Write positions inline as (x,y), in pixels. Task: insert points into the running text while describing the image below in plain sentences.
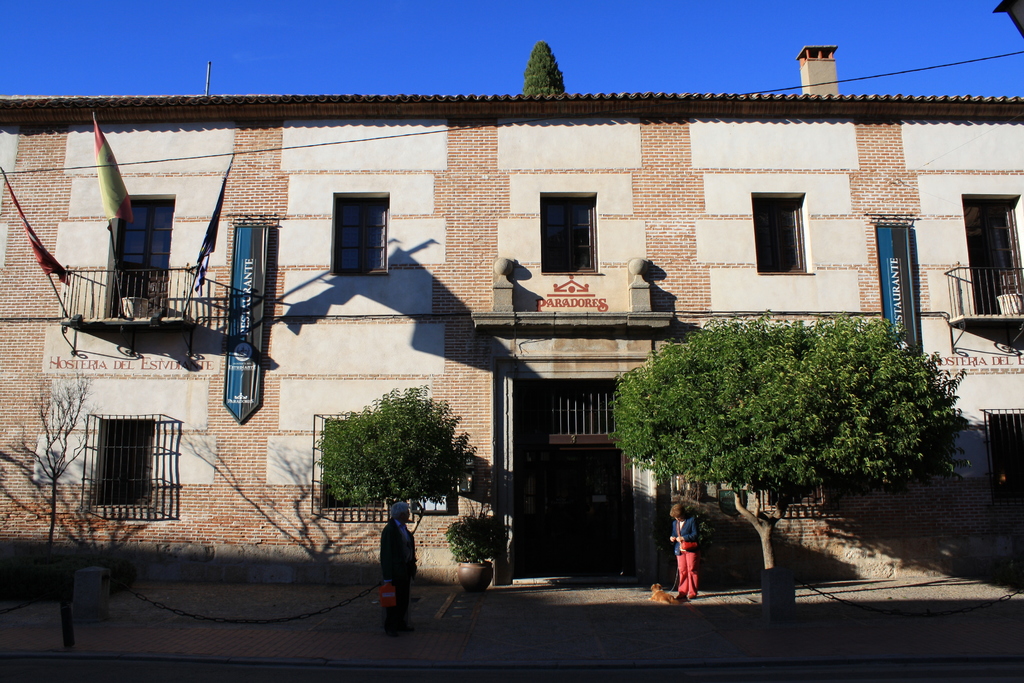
In this image there are two persons (399,569). A man (404,583) with an orange color object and a woman (685,580) wearing a bag (694,546) and holding a dog (671,599). In the background (665,570) there is a building (344,233) and also trees (423,447) and flags (116,202). There are small pillars (95,611) on the path (832,625). Sky (304,72) is visible at the top (341,72).
